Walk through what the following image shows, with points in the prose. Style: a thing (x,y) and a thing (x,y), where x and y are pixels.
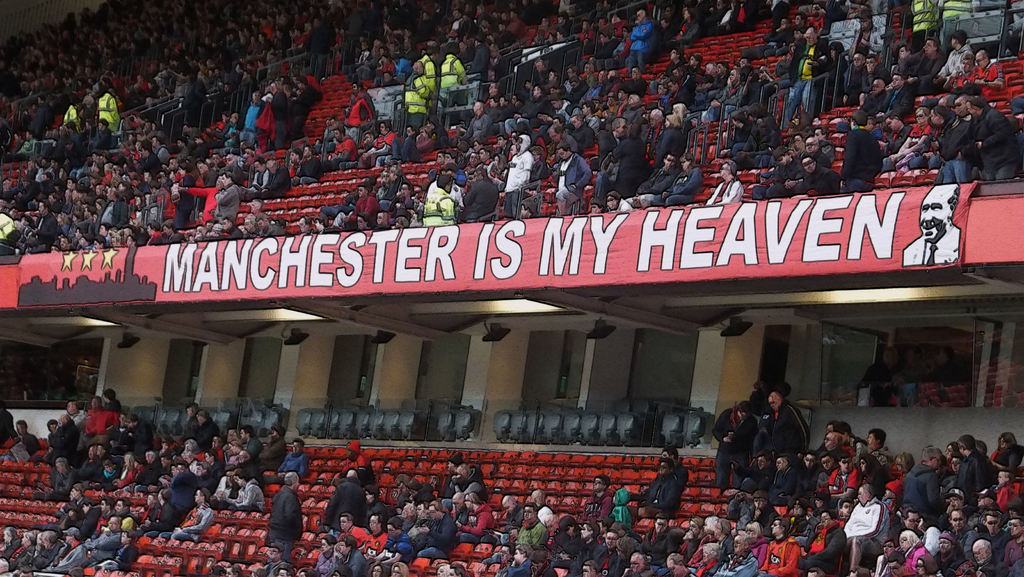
This is an edited image and this picture might be taken in a stadium (643,412), in this image in the center (450,252) there are some boards (309,275). And at the top (484,95) and bottom of the image (867,490) there are group of people (234,451) who are sitting, and some of them are standing and also there are some chairs (340,434), pillars (730,350), lights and some objects (936,335).
